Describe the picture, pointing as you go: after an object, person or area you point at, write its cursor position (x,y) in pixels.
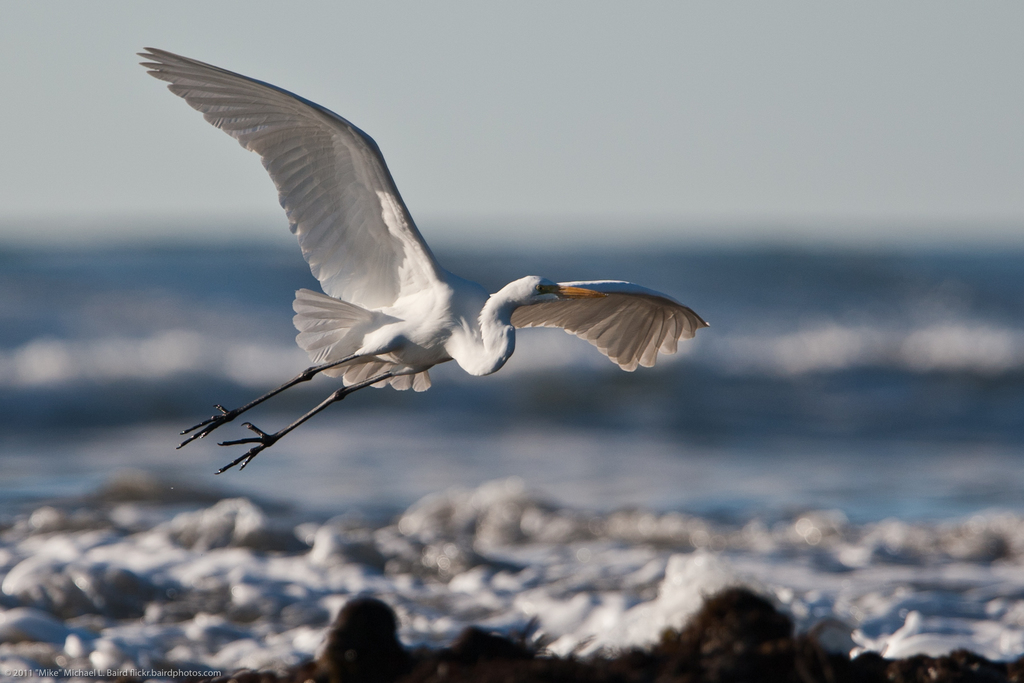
In this image, we can see a bird (296,380) flying and at the bottom (668,461), there is water (588,468) and some rocks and we can see some text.
